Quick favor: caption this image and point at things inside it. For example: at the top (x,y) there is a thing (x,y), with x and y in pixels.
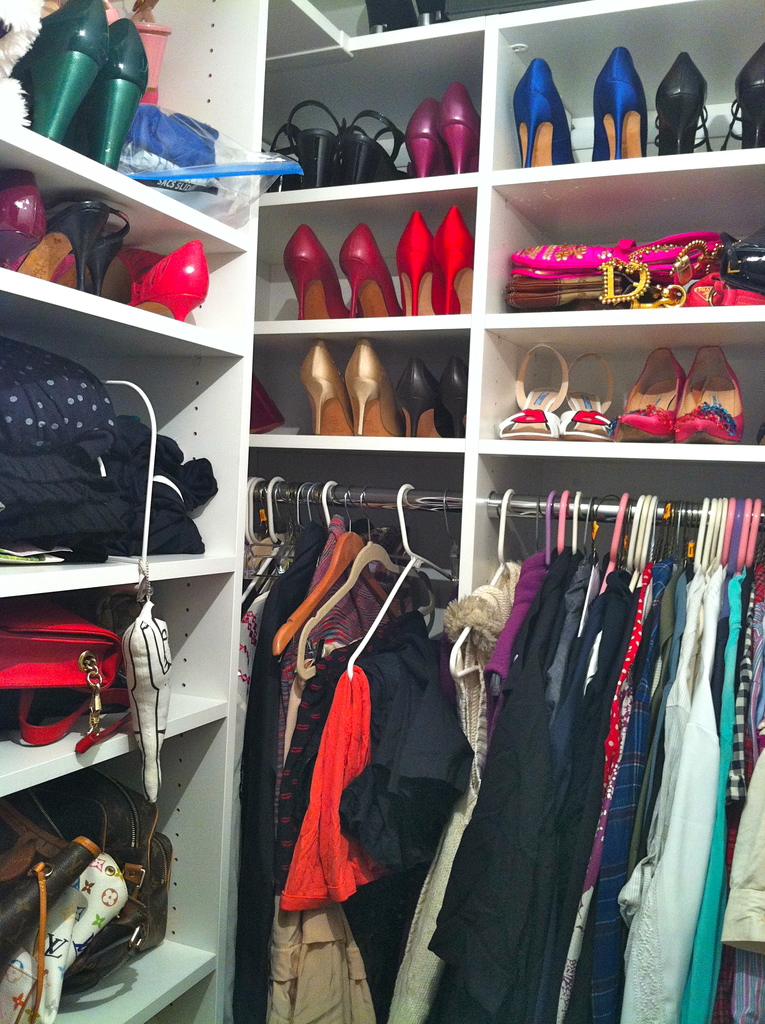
In this image we can see group of clothes (729,864) are placed on the rack (354,493). On top of the image (93,84) we can see group of shoes (322,372) placed in different shelves (474,420). On the left side of the image (89,643) we can see group of bags (151,933) placed on the rack (161,944).
